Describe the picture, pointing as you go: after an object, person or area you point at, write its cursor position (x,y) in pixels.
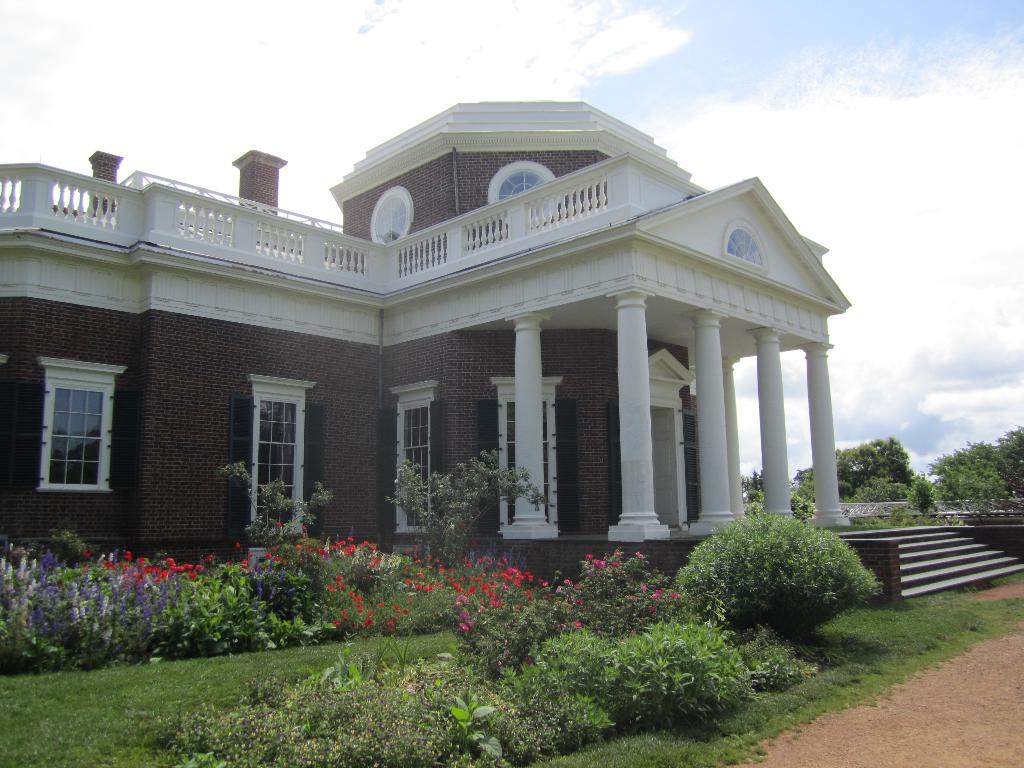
In the center of the image (614,495) there is a house (403,537). There are plants (420,586). There is grass (218,679). In the background of the image (852,497) there are trees (877,462), clouds (958,364). To the right side of the image (943,688) there is mud (959,738).
